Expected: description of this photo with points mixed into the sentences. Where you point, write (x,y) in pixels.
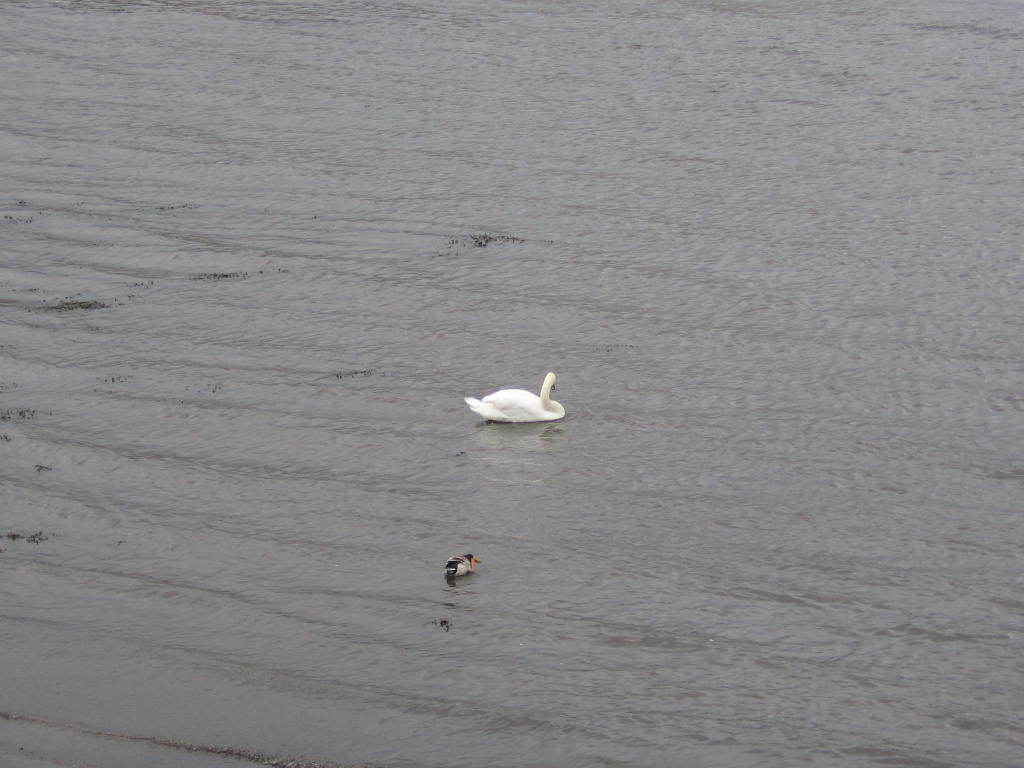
In this picture we can see water (525,644) at the bottom (544,657), there is a swan (528,416) in the water (454,409).
